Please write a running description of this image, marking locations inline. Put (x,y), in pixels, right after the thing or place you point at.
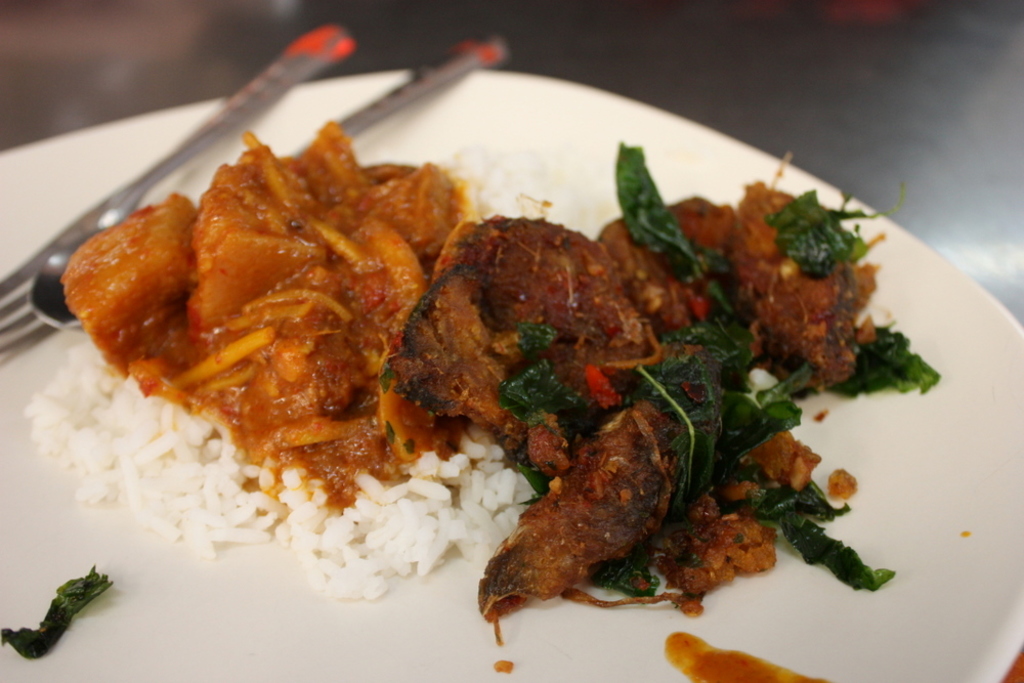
There is some rice (268,488) and two curries (438,352) in a white color plate (457,159) as we can see in the middle of this image (491,415). There are a fork (91,218) and a spoon (118,218) are kept on to this plate (19,247) as we can see at the top left side of this image (100,207).
